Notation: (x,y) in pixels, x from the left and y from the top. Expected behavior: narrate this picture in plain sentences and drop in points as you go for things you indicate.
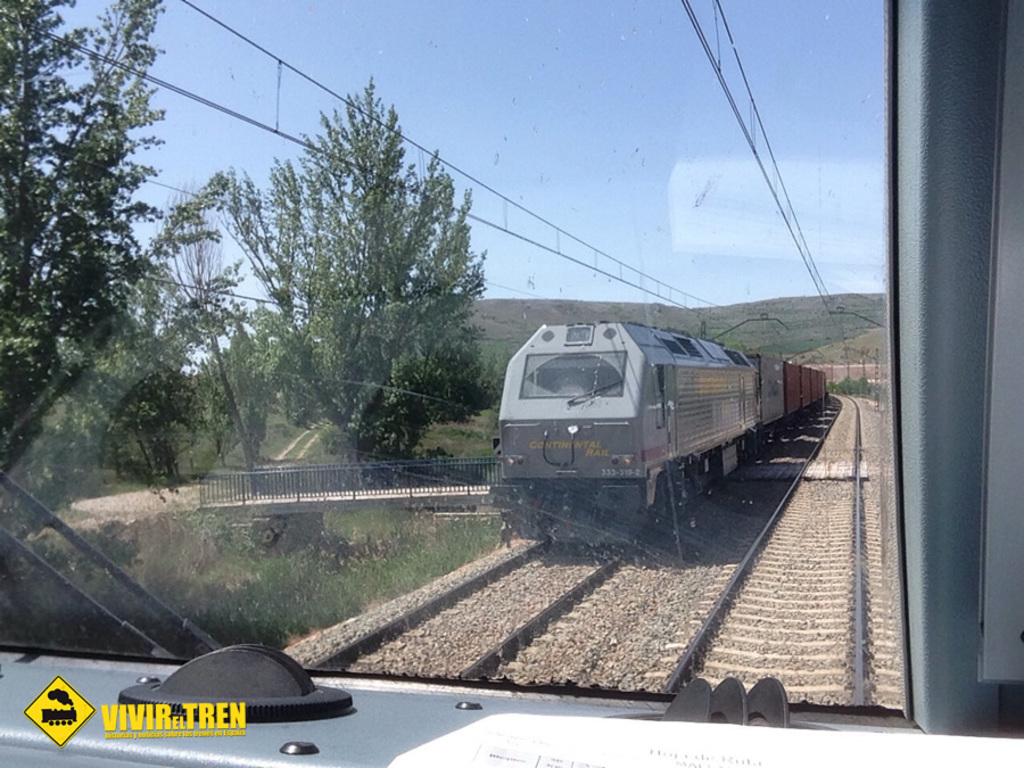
In the foreground of this image (100,611), through the glass window (74,488) of a rail vehicle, as we can see track (853,589) behind, a train (691,456) moving on the track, trees (347,157), cables (534,242), railing (468,469), path (157,505), mountain (811,305) and the sky (574,100).
